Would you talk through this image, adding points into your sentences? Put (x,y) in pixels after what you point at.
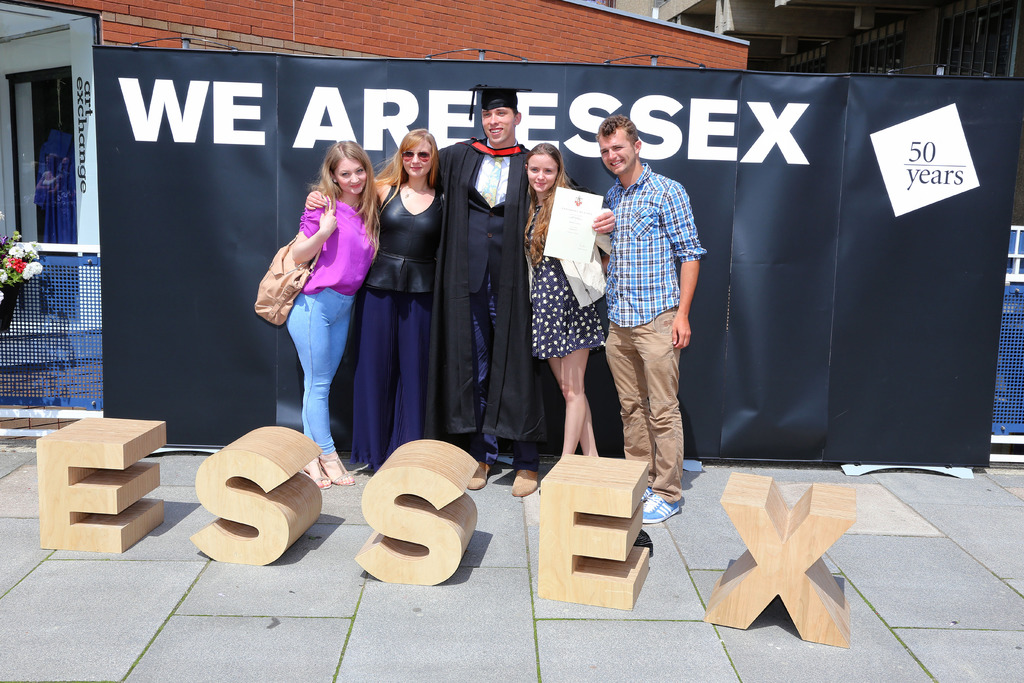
In this image we can see a group of people (418,250) are standing, and smiling, and holding a certificate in the hands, at back (487,42) here is the building (439,34), here is the net (84,341).
